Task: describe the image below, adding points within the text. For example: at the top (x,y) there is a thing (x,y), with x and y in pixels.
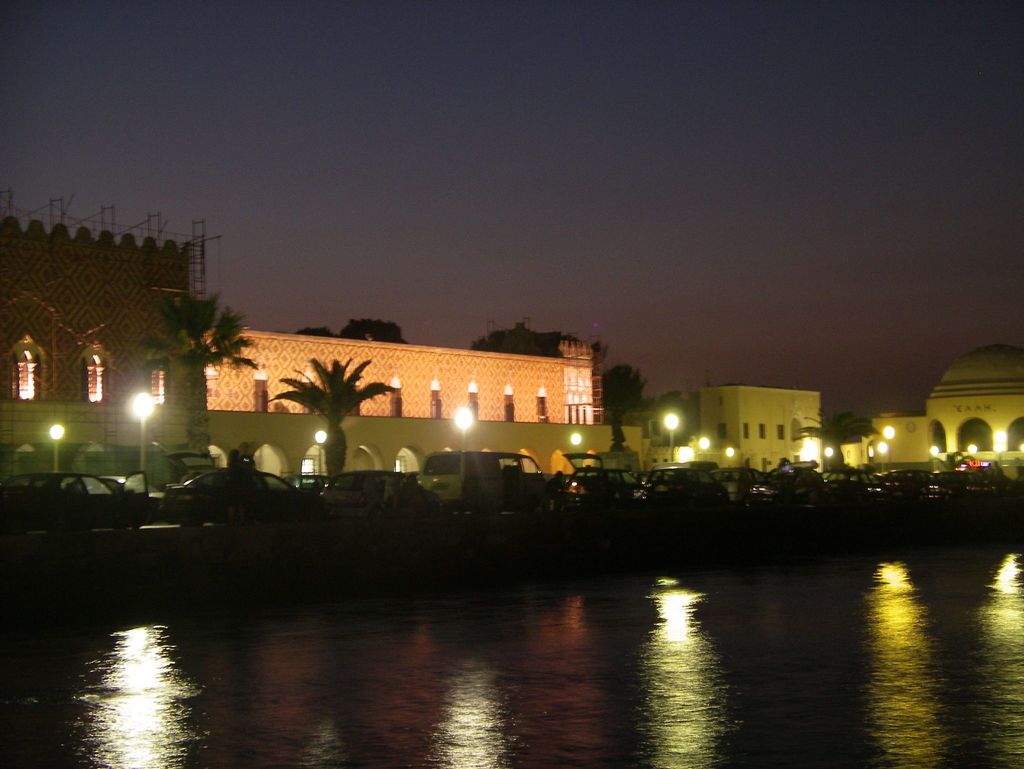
In this image I can see water (671,582), few vehicles (42,482) on the road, light poles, trees (369,393) in green color, a building (469,351) in white color and the sky (591,167) is in blue color.
